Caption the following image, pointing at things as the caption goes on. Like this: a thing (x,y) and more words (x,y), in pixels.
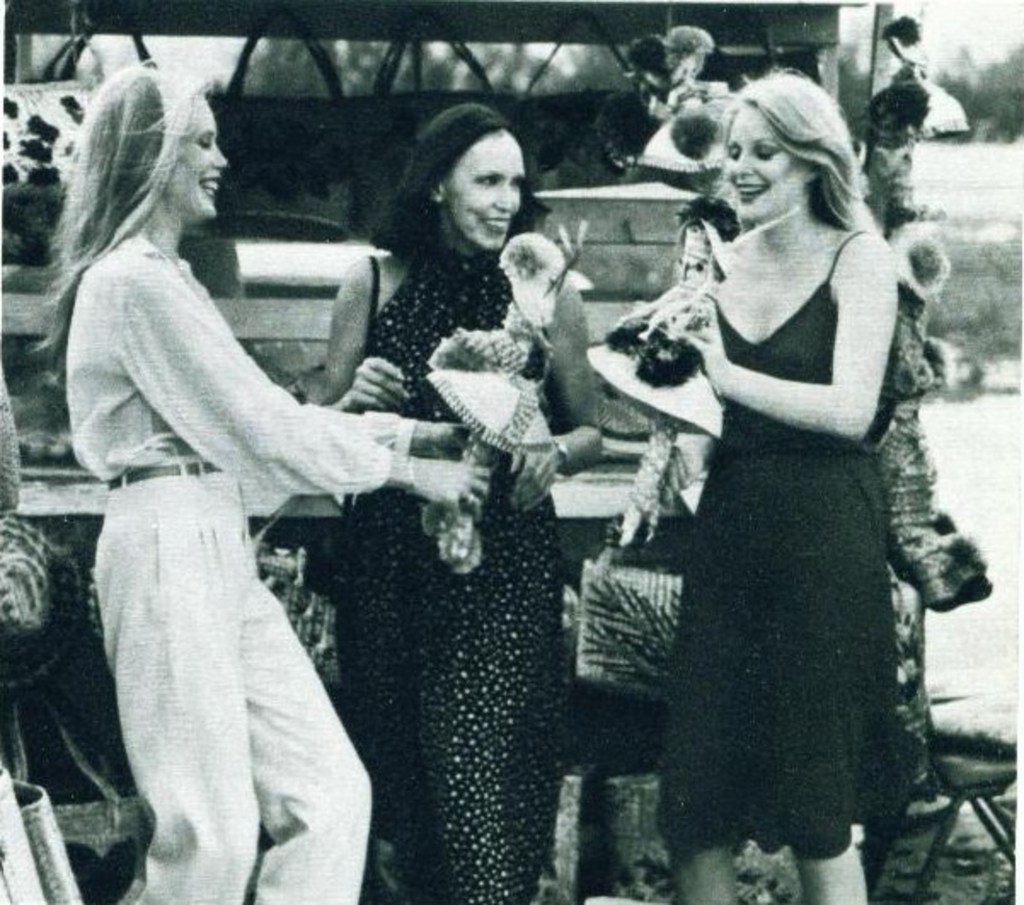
In the image in the center (482,488) we can see three people (426,504) were standing and they were smiling, which we can see on their faces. And we can see they were holding some objects (616,369). In the background (842,91) we can see trees (990,94), grass (973,292), vehicle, bags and few other objects (707,101).
